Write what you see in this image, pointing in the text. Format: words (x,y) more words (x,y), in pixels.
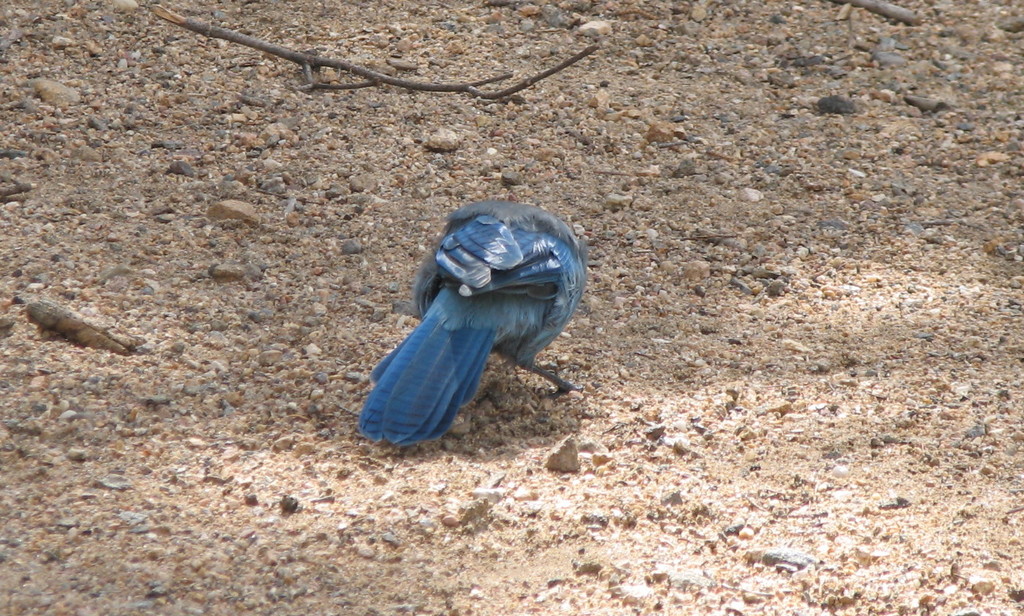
In this image, we can see a bird (513,300) on the ground (671,343), there are some stones (554,139) and there is sand (901,269) on the ground (665,110).
